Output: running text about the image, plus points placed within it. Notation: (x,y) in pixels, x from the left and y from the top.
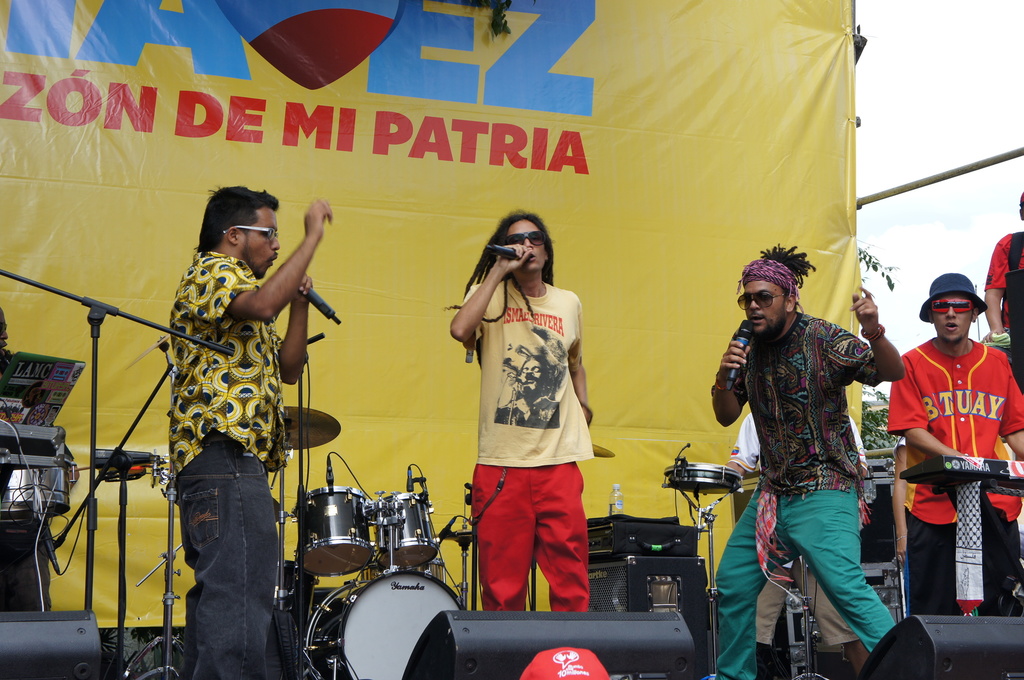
This picture is clicked outside the city. Here, we see three people (241,317) standing on the stage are holding microphones (745,333) in their hands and they are singing the song on the microphone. Behind them, we see drums (380,528) and musical instruments (318,517). The man (947,297) on the right corner of the picture (965,424) wearing a red t-shirt (925,383) and black pant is playing the keyboard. Behind them, we see a yellow color sheet (570,134) with some text (420,9) written on it. In the right top of the picture (909,119), we see the sky (862,222).
